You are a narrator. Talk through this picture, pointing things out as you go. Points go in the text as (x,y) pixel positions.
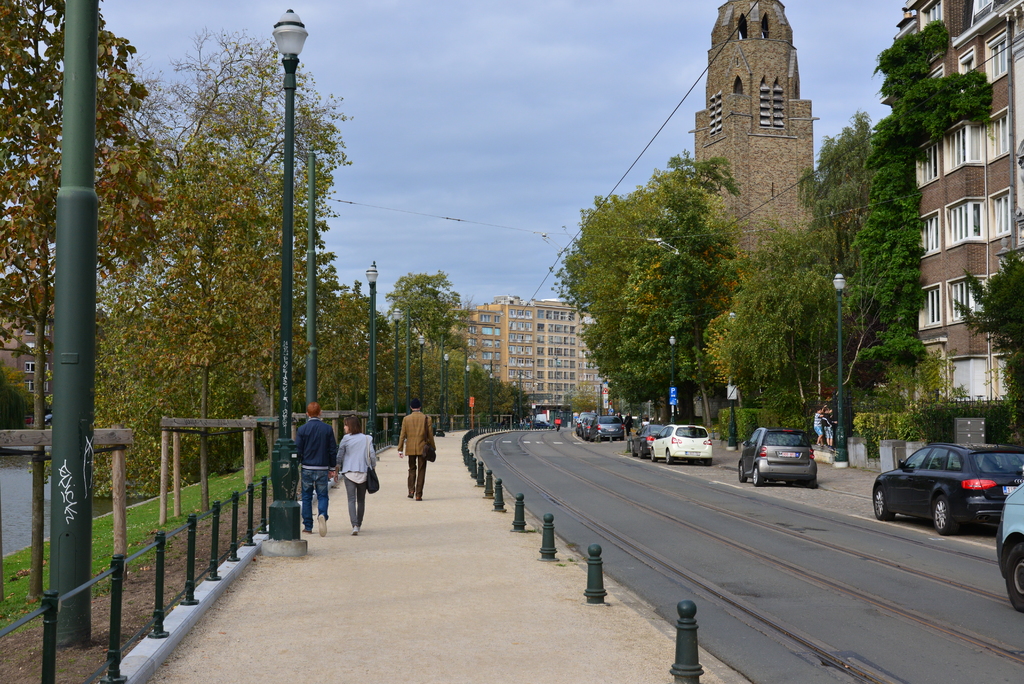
This picture shows few people (426,428) walking on the sidewalk (636,679). we see a woman (356,481) carrying a bag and we see few trees (648,369) and few buildings (555,324) and few cars (1011,575) moving on the road (987,584) and few cars (655,429) parked on the side. we see sign boards (671,389) on the sidewalk (388,492) and few pole lights (287,29) and a cloudy sky (442,141).
